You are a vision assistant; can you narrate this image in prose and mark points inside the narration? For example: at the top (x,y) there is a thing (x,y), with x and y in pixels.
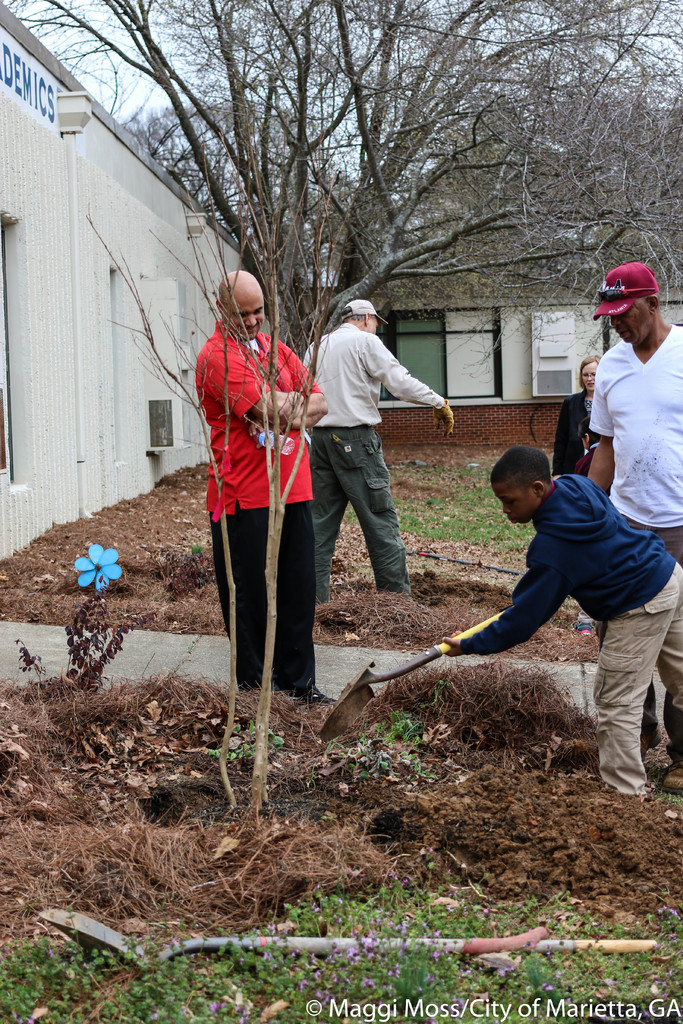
In this image there is a kid (612,671), he is digging the soil (319,758), beside him there are three men (342,432) and a woman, in front of him there is plant (259,717) and a wall (48,303), in the background (396,267) there is a tree (327,235).
